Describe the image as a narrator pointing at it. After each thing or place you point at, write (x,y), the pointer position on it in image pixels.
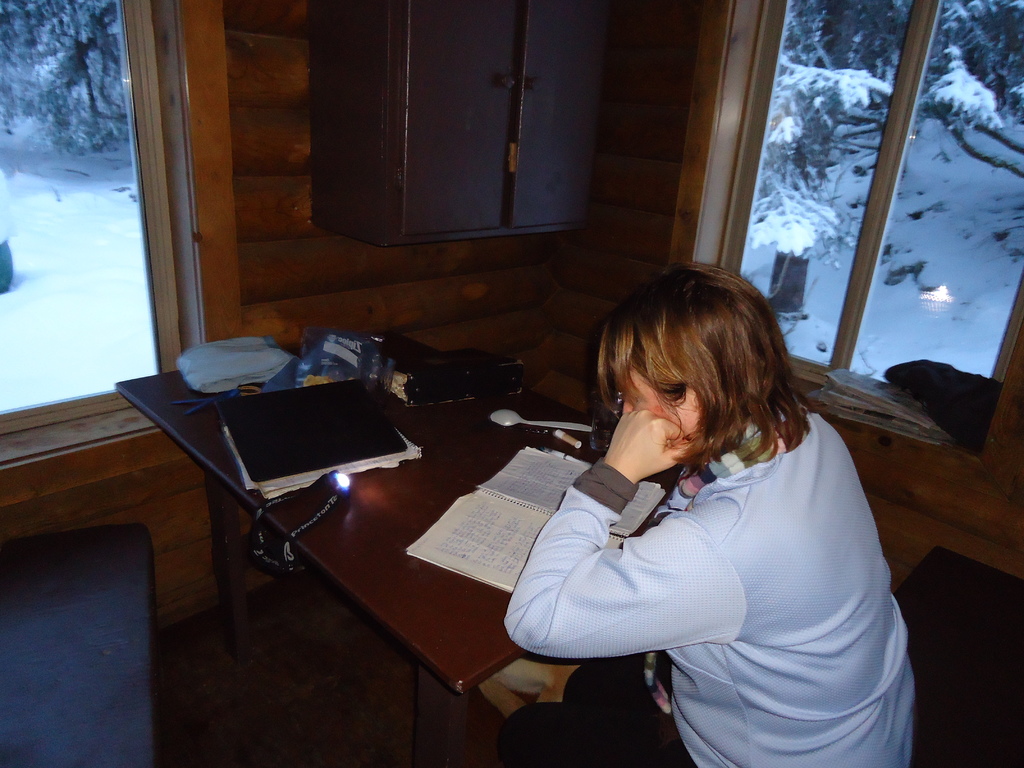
This image is clicked in a room (378,758) where there are trees (840,127) in the top (90,9). There is a table (365,520) and chair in the middle (401,502). on the table (433,503) there are books (470,508), paper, spoon (510,409), cover (259,362). Woman (692,579) is sitting on chair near the table (358,495). There are Windows (903,88) on right (846,185) and left side (87,277).
